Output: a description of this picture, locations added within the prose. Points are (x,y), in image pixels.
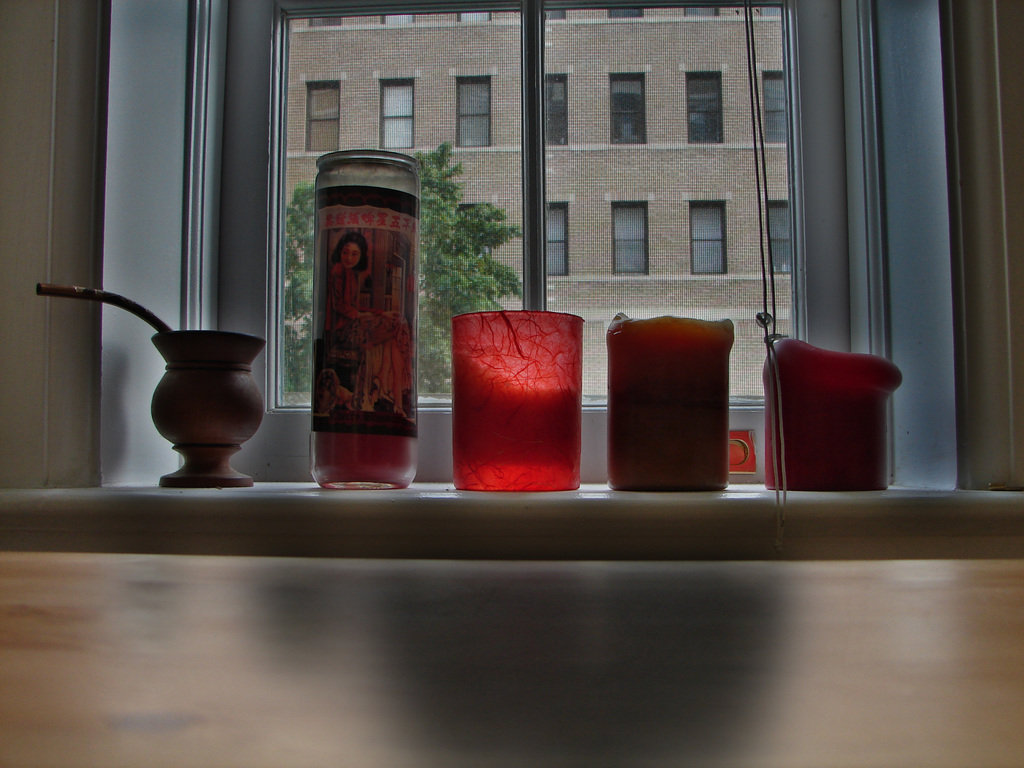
In this picture they look like few candle glass holders (552,435) and a wooden holder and from the glass window (529,235) I can see a tree (441,235) and another building (570,130).
